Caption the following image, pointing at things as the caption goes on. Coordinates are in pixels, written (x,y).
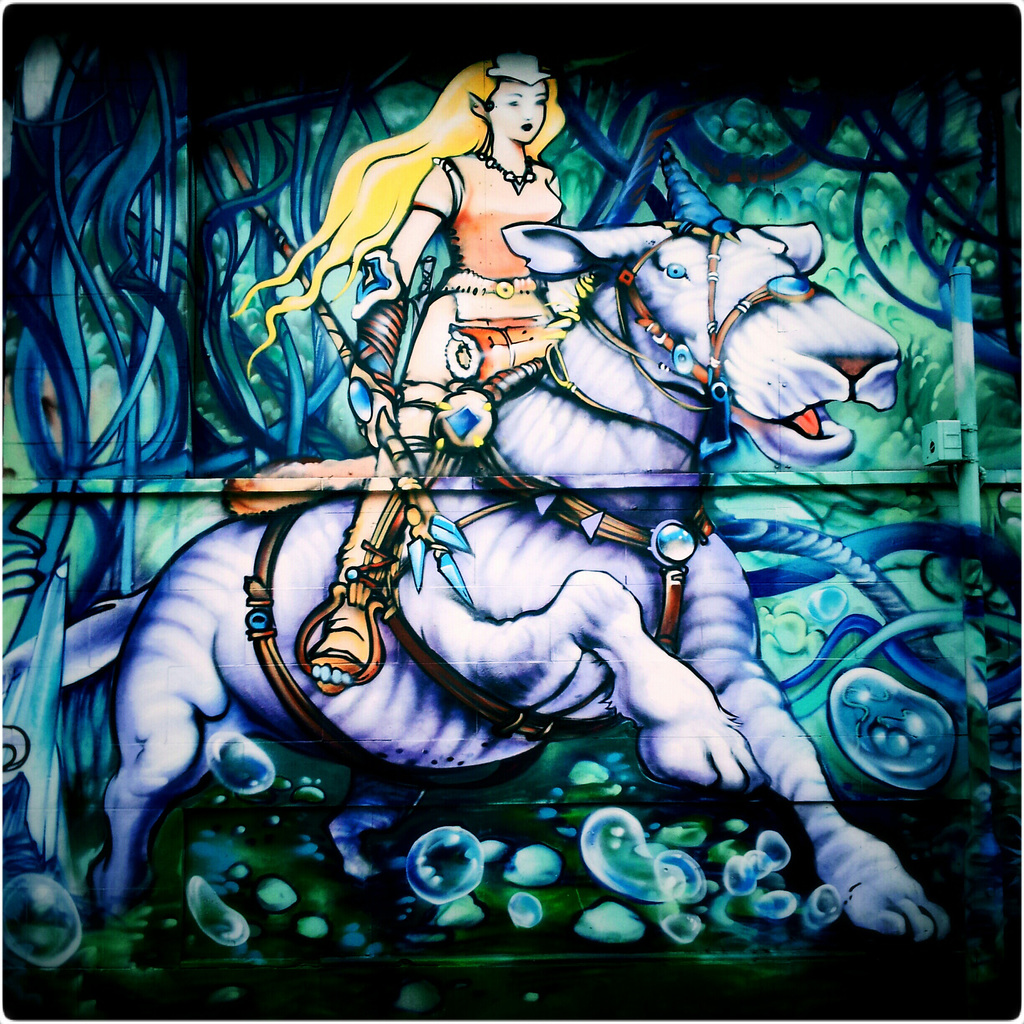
There is a painting (529,20) in which, there is a woman (522,129) holding a stick (419,531) with one hand (374,381) and sitting on an animal (624,365) which is running. In the background (950,244), there are other objects (940,110).
